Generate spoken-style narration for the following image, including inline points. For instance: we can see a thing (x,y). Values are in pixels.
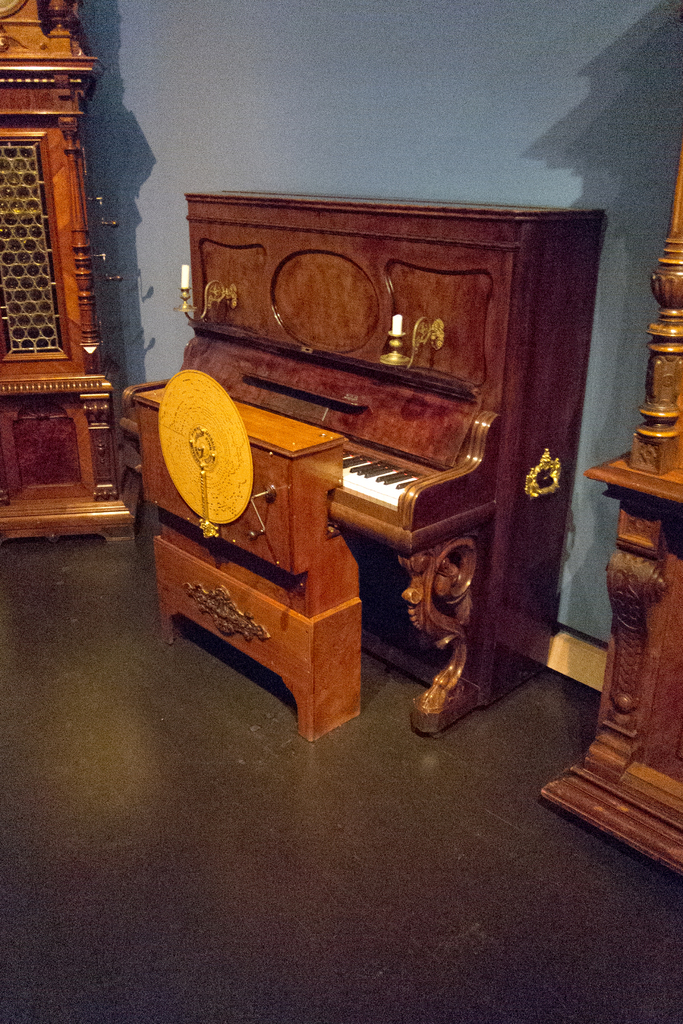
On the background (391,130) we can see a wall (405,128). Here we can see decorative cupboards (82,376). We can see a well designed furniture (309,330) and this is a musical instrument (383,492). This is a floor (348,891).
